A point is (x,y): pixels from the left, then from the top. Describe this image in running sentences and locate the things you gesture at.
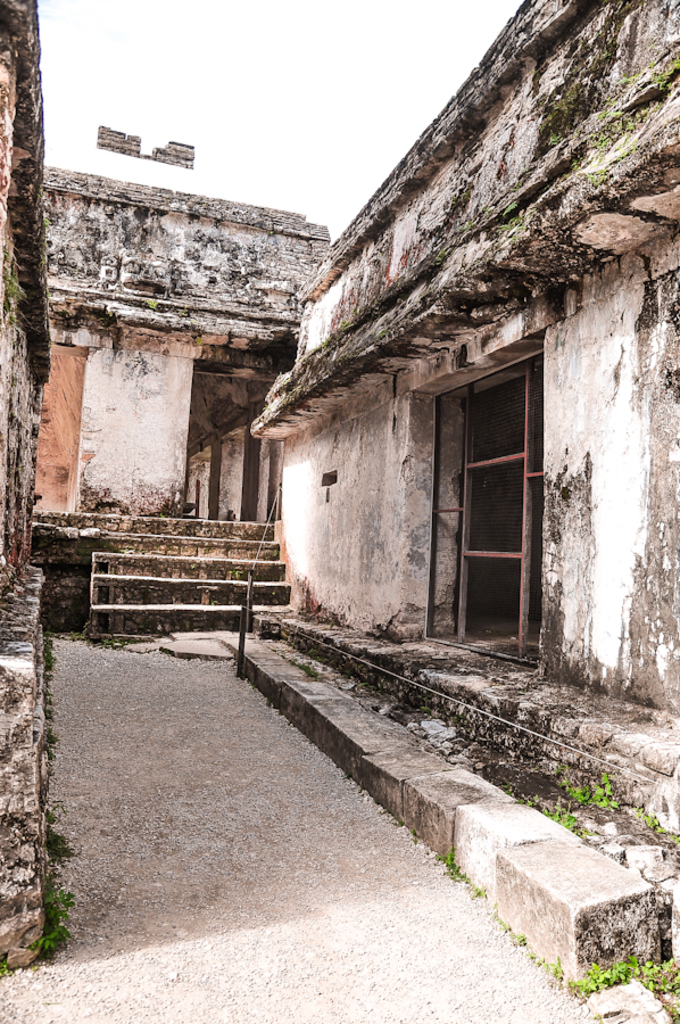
We can see houses (323,564), wall (136,446), steps (190,522) and plants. We can see sky (259,5).
